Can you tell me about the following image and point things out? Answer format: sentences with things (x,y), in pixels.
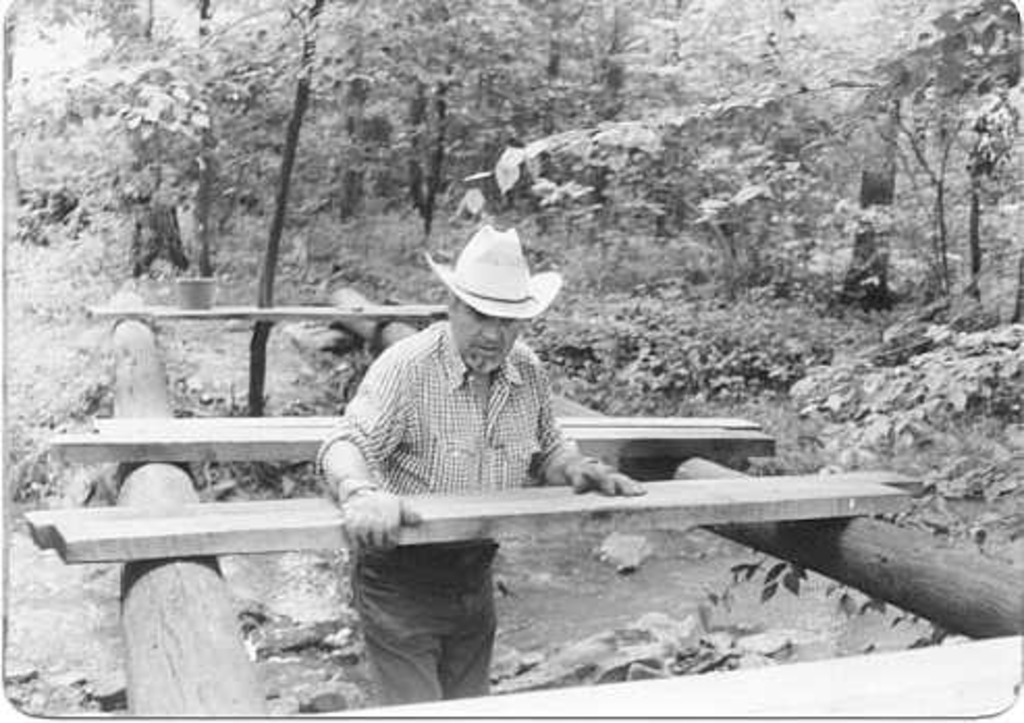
In this image I can see a man (429,447) and I can see he is wearing a hat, shirt (476,413), pants (410,665) and gloves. I can also see few woods (227,653), number of trees (271,209) and I can see this image is black and white in colour.
